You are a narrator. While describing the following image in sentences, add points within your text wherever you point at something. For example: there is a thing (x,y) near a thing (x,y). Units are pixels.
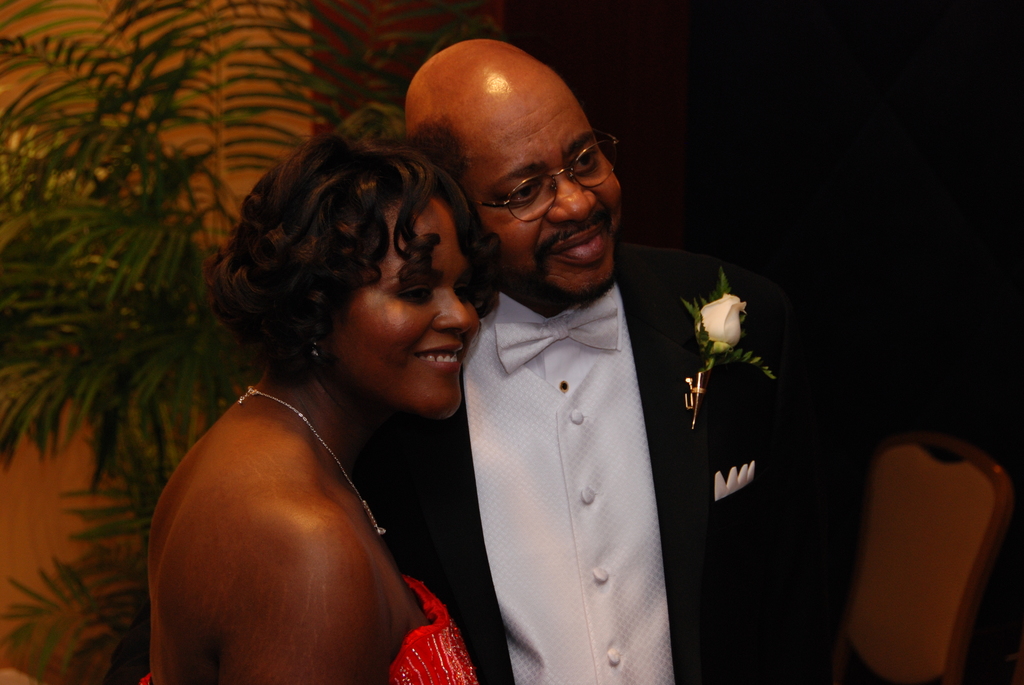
In this image, I can see the man (647,582) and woman (394,583) standing and smiling. This looks like a tree (146,284). On the right side of the image (895,580), I can see a chair (904,559). The background (944,44) looks dark.
